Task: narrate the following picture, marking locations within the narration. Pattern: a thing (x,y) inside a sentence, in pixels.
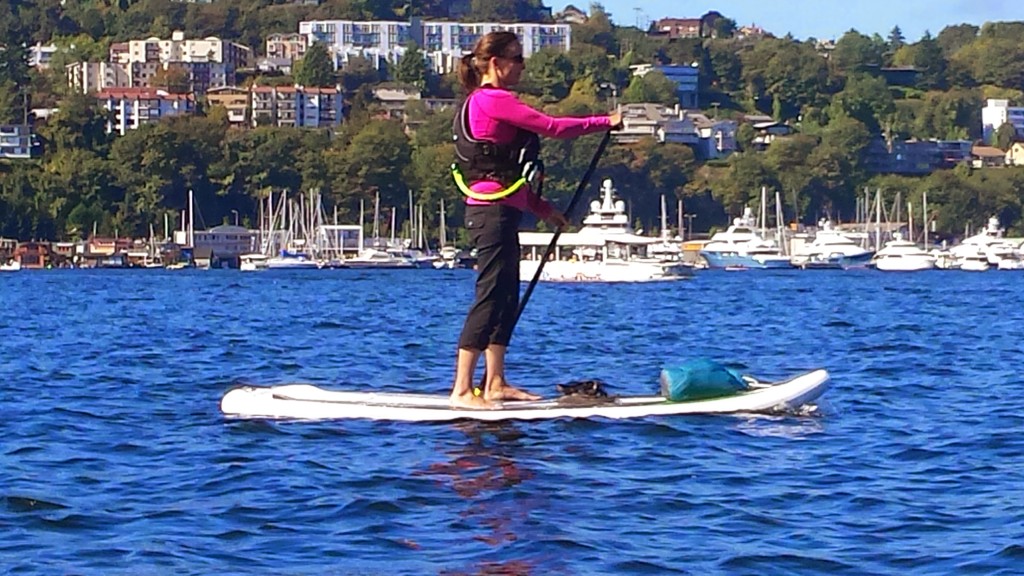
In the picture I can see a woman (535,138) wearing pink dress (548,125) is standing on an object (529,410) which is on the water (800,443) and holding a stick (558,228) in her hands (559,225) and there are few boats (411,238), trees (731,209) and buildings (445,56) in the background (370,59).
